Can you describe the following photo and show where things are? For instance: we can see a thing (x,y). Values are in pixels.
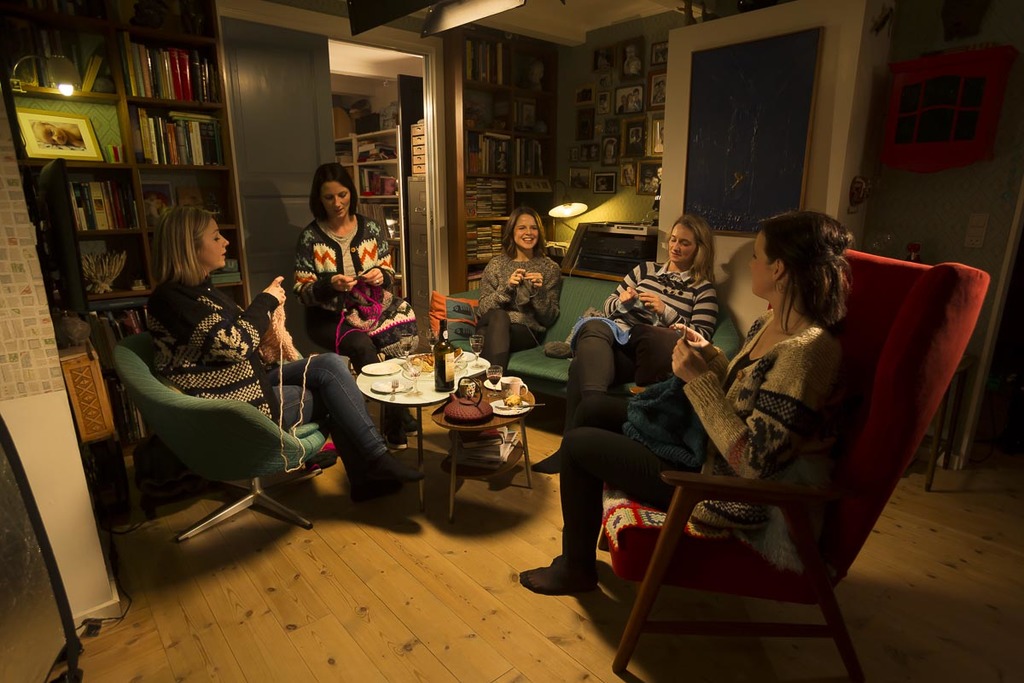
Here we see 5 ladies (701,311) who are sitting on chairs (312,447). They are sewing clothes (288,333). In front of them there is a small table (460,379) on which we can see alcohol bottle (440,379), glass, plates (398,384) present. Behind the left most lady (216,321) we can see a shelf (82,169) in which books (151,79) are placed in same order. On the wall (576,139) we have photo frames (633,90) present.
